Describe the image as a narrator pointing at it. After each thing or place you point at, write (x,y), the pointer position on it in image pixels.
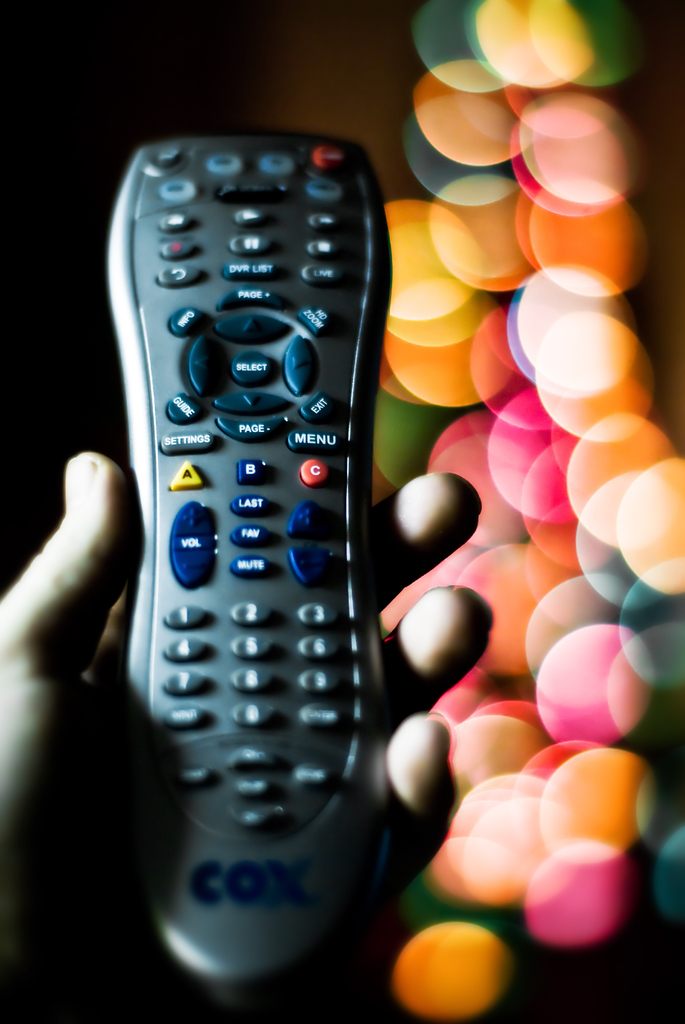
In this image I can see a person (82,571) is holding remote (289,537). I can see red, yellow, black, ash and blue buttons (197,474). Back I can see different color bubbles (512,249).
